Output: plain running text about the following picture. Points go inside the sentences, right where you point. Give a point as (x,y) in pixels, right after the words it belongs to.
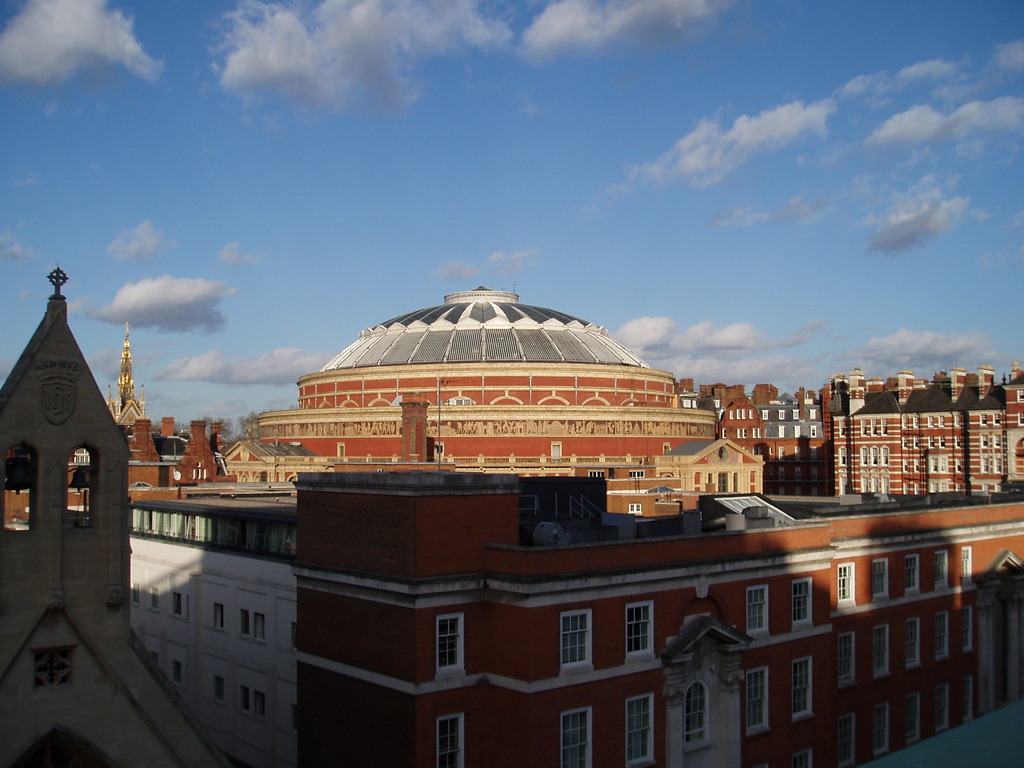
In this image in the foreground (634,766) there is a big building (967,529) and in the background (373,39), there are some cloud (570,36) in the sky (628,167).
